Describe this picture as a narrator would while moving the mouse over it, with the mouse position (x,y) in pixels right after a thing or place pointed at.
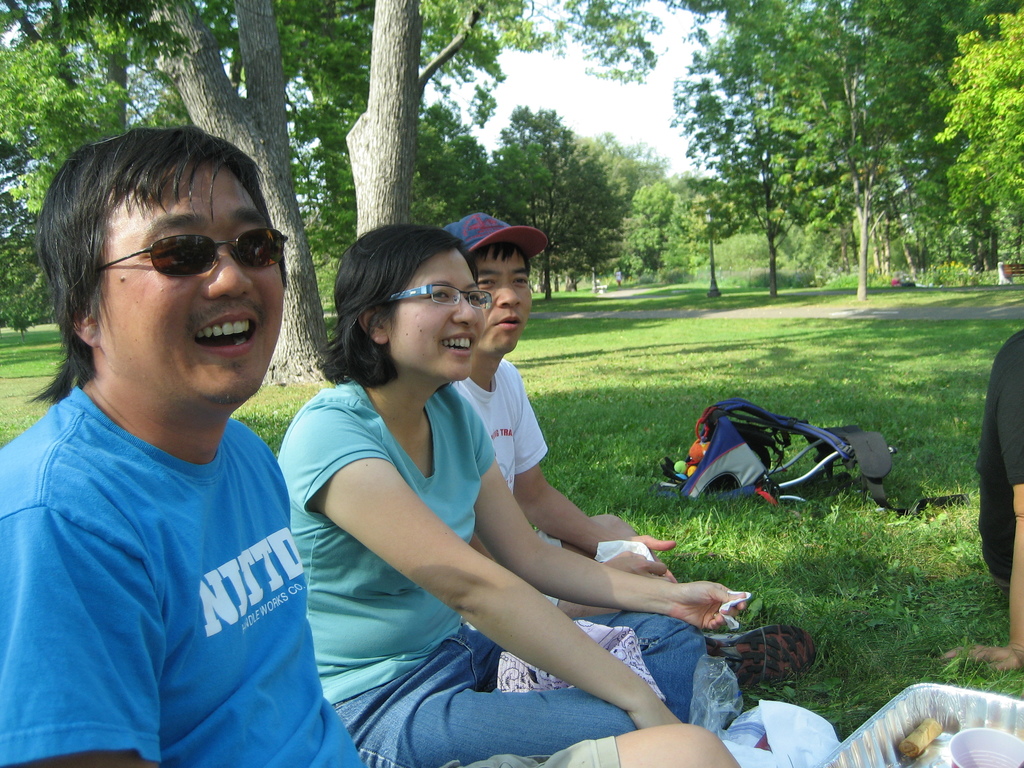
In this image in front (989,496) there are four persons (994,510) sitting on the surface of the grass (803,606). In front of them there are food items (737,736). Behind them there is a backpack (769,463). At the center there is a road (926,310). In the background (1021,273) there are trees (629,166), benches (1005,267) and sky (573,79).
